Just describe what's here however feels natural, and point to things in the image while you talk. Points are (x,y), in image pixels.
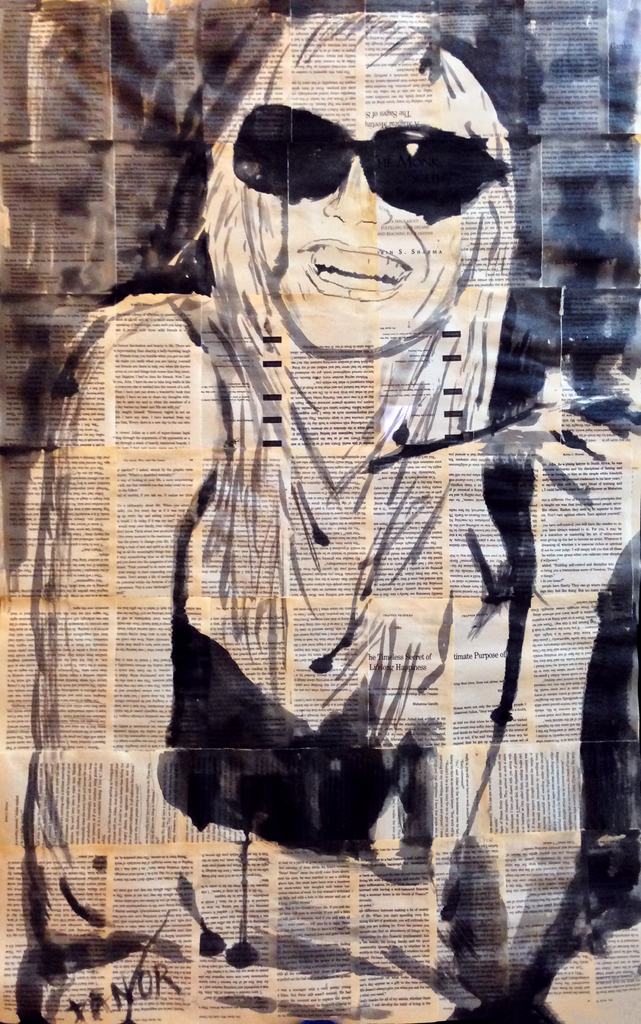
In this picture we can see a paper (350,281), we can see some text (336,389) and sketch (447,317) of a person (323,350) on the paper (341,268).
